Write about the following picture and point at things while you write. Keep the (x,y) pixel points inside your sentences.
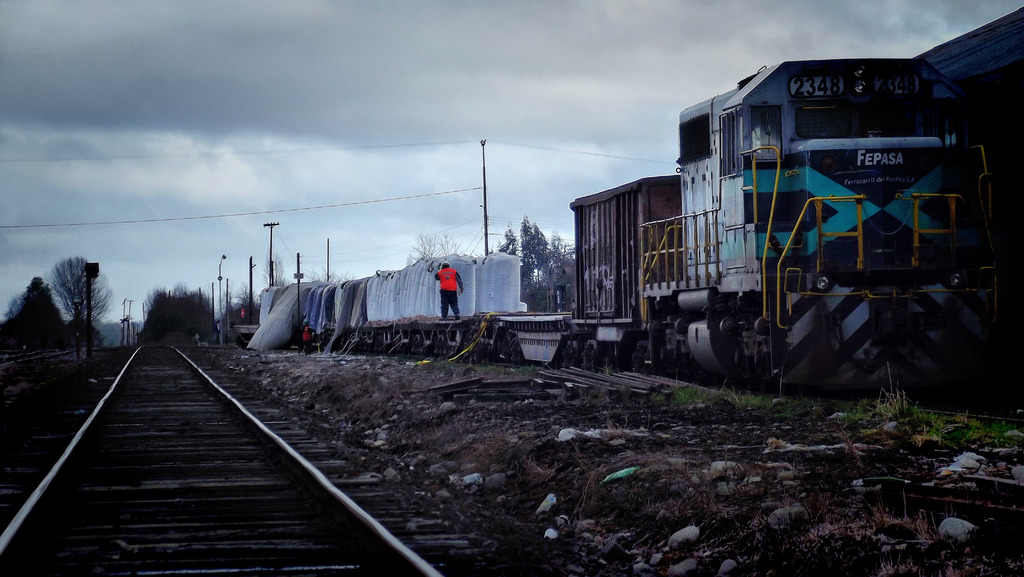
In this image there is a train (612,308) on the railway track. There is a person (459,295) standing on the train (477,316). There are containers (415,292) on the train (418,262). To the left (137,433) there is a railway track (150,458). There are stones (703,432) and grass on the ground (486,464). In the background (43,301) there are trees (204,302) and poles (124,326). At the top (479,44) there is the sky (614,51).
